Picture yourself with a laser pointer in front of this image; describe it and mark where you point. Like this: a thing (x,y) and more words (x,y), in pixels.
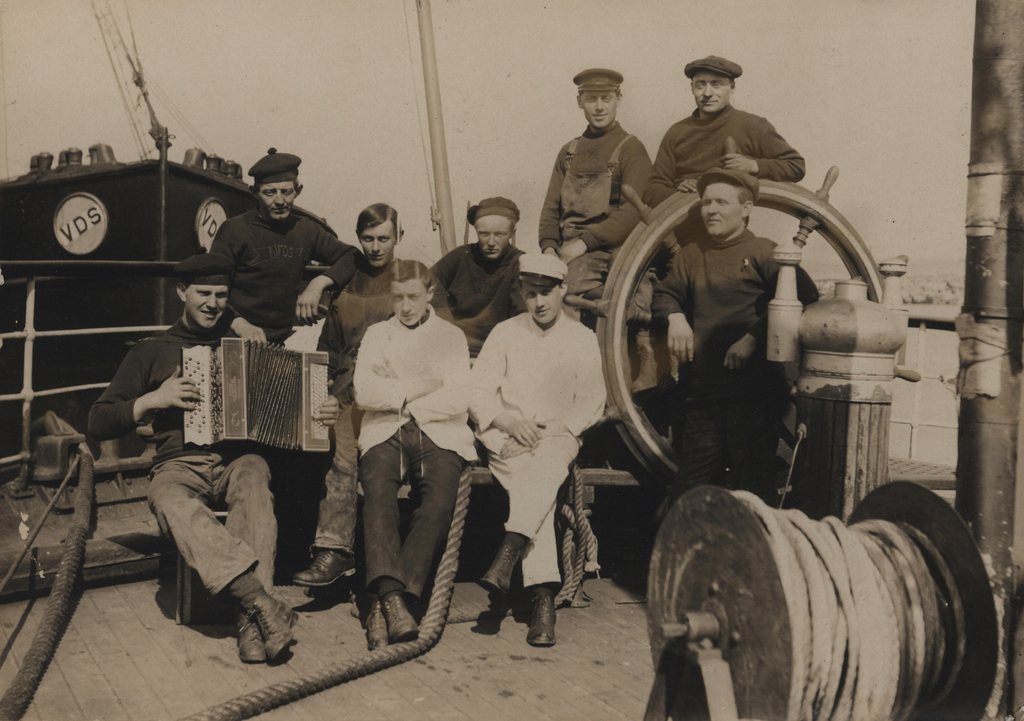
In the picture I can see a group of men (579,435). I can see a man (157,400) on the left side (182,568) is sitting on the wooden chair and looks like he is playing a musical instrument (276,425). I can see the ship control wooden handle (826,205) on the right side (838,174). I can see the rope (839,607) on the bottom right side (896,565). There is a metal fence (126,327) on the left side (27,302).
